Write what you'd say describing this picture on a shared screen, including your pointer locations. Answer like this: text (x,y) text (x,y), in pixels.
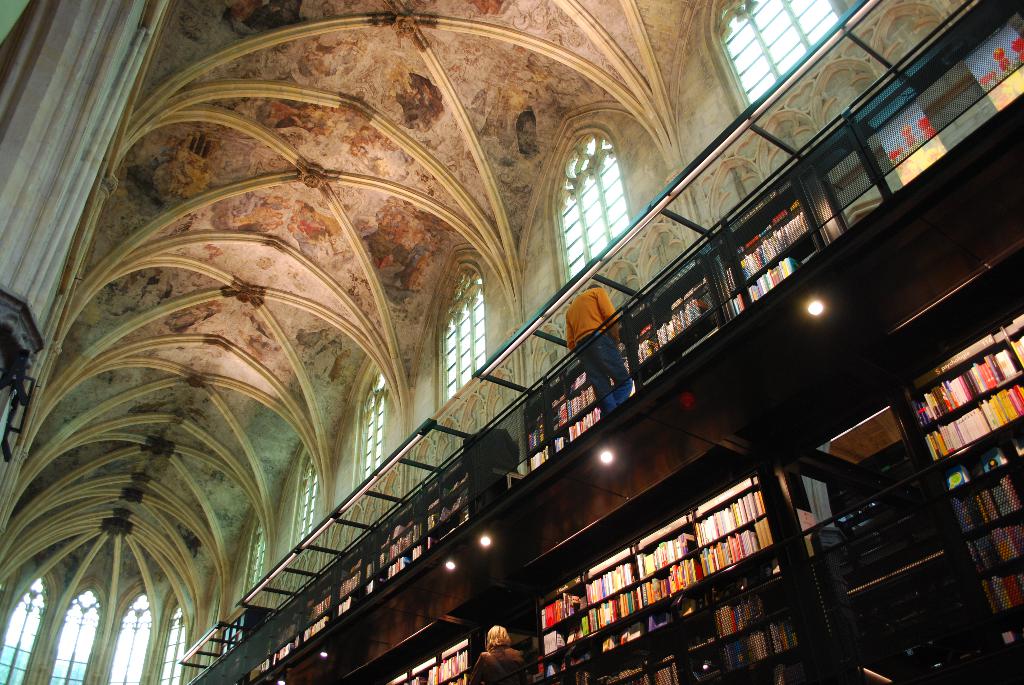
This picture describes about inside view of a building (556,324), in this we can find few people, lights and books (623,601) in the racks (607,560).
